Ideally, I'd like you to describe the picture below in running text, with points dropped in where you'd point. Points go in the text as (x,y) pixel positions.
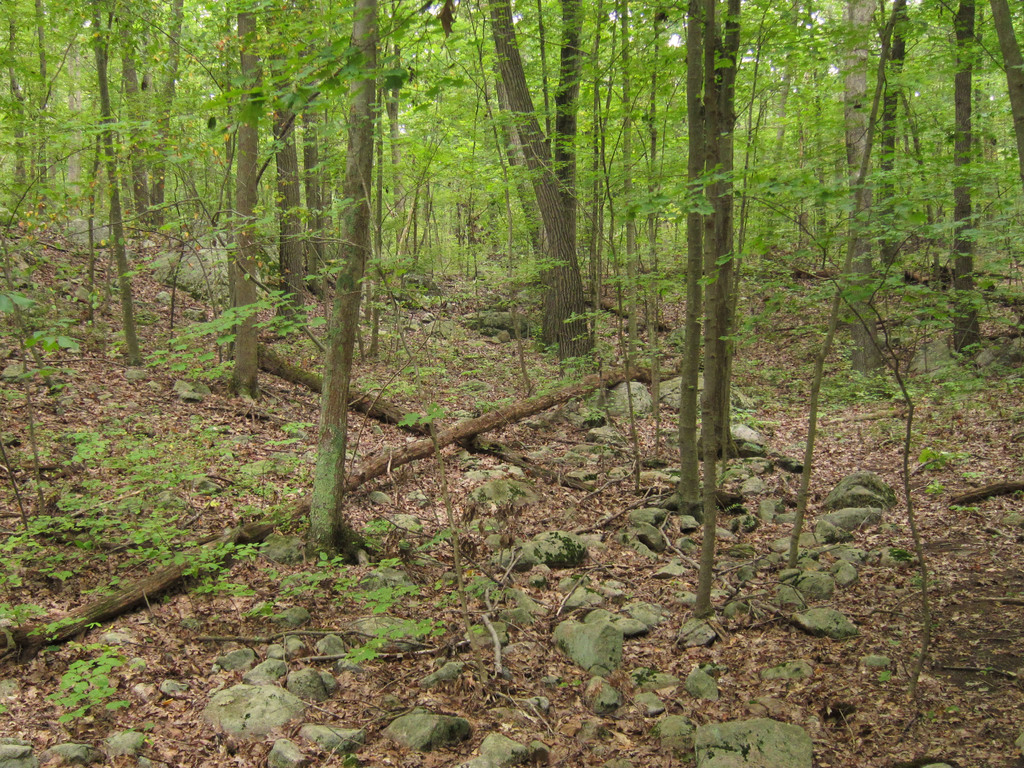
In this image we can see there are trees (577,303) and there are wooden sticks (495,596), rocks (573,532) and dry leaves (263,583) on the surface (579,511).
